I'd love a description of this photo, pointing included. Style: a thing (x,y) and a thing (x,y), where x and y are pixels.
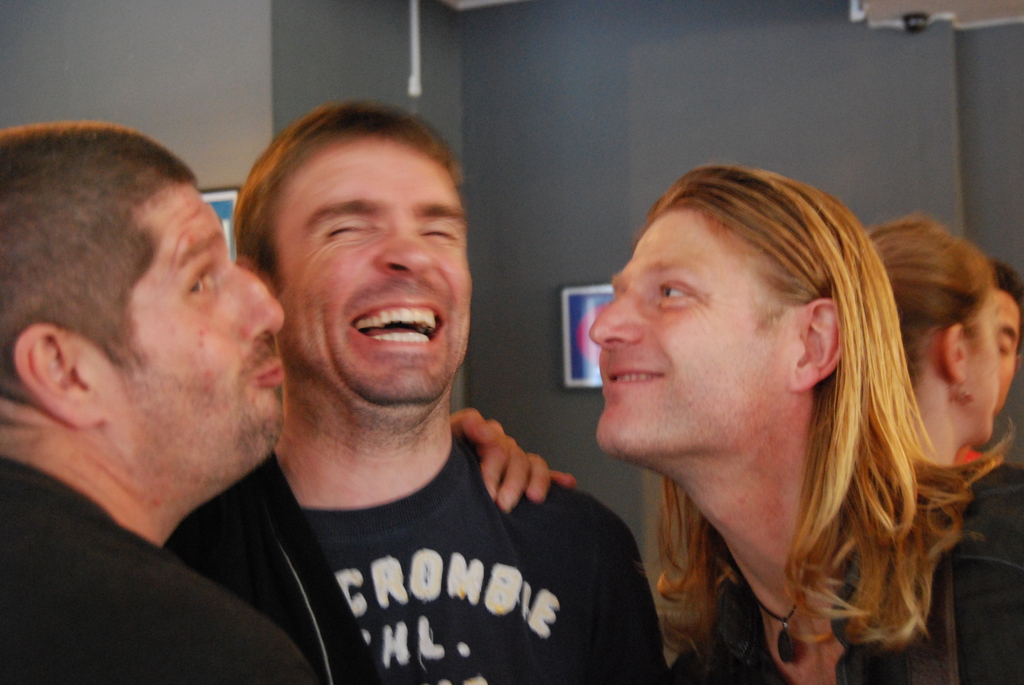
In this image, we can see some people (663,454) standing, in the background (516,214), we can see a wall (470,62) and there are two photos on the wall (595,74).
